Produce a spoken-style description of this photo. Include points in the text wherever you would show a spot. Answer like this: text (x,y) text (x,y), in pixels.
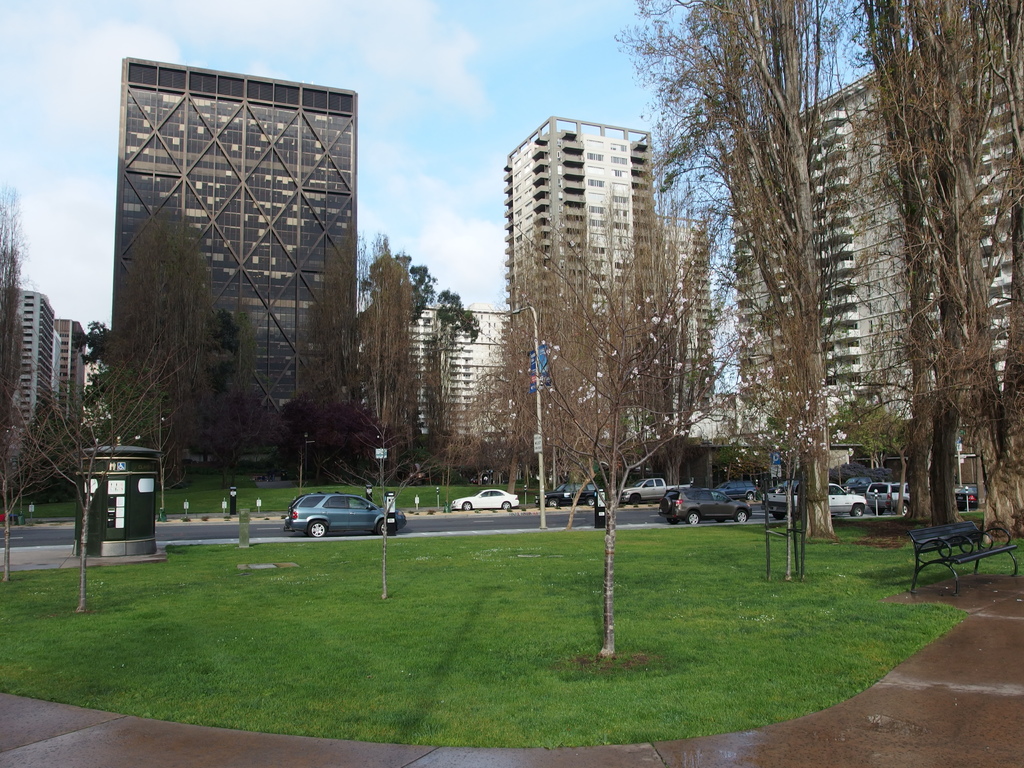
In the picture I can see buildings (549,242), vehicles (302,526) on the road (460,520), the grass (474,661) and benches (962,563). In the background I can see the sky (437,265), poles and some other objects (466,458).
